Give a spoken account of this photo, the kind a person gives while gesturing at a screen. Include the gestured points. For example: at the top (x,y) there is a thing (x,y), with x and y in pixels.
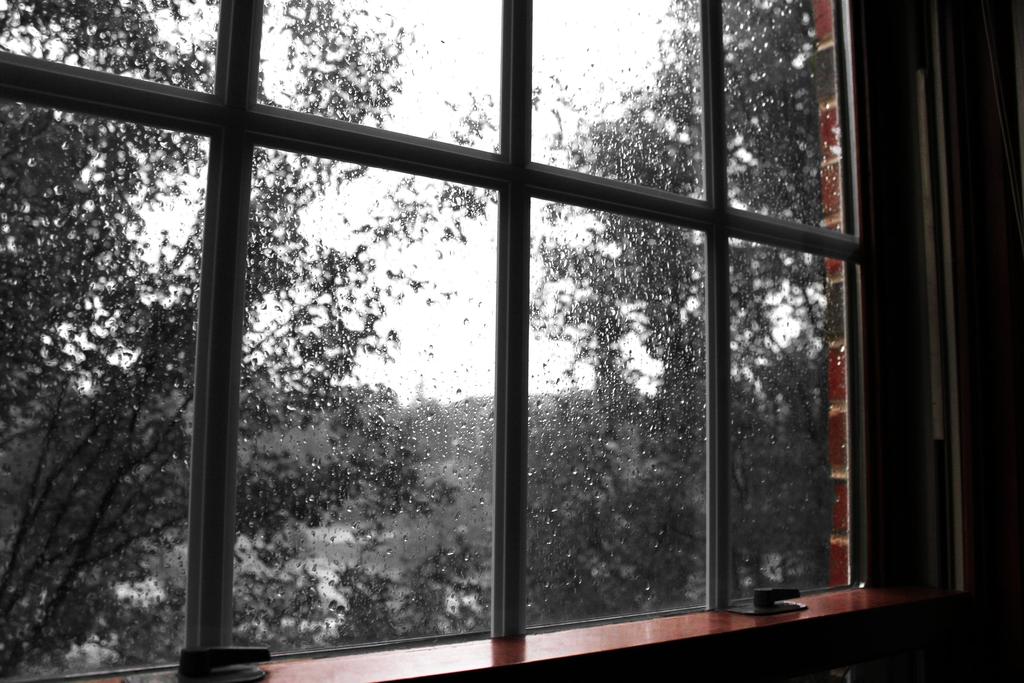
In this image, we can see a wall (838,360) and a window (387,373) and through the glass (406,276) we can see trees (334,320).
